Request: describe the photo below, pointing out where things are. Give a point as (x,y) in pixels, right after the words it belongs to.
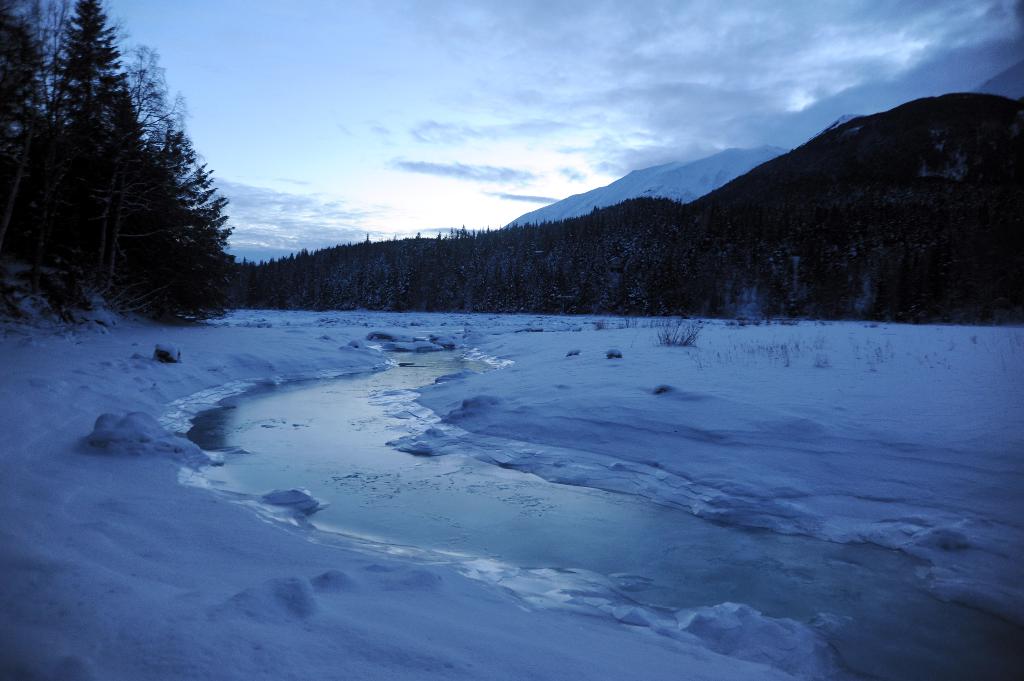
In this image, we can see trees (582,235) and hills (689,186). At the bottom (396,483), there is water (388,482) and snow (742,440) and at the top (453,117), there is sky (476,69).
